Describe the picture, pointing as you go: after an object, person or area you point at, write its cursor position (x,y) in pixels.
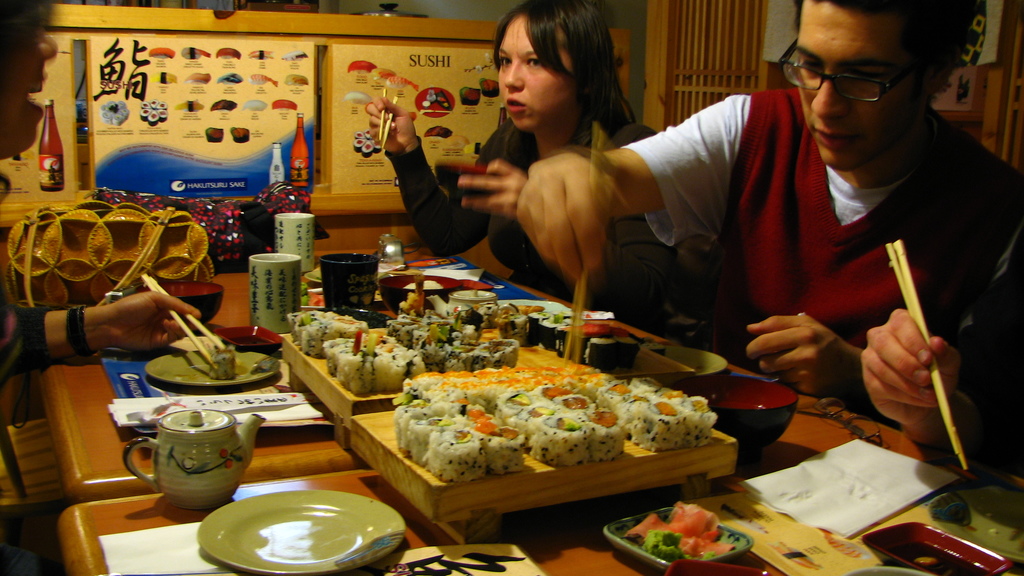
In this image I see few people (826,13) who are sitting and they are holding the chopsticks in their hands (924,420) and there are tables (118,517) in front of them on which there is food (454,472).
